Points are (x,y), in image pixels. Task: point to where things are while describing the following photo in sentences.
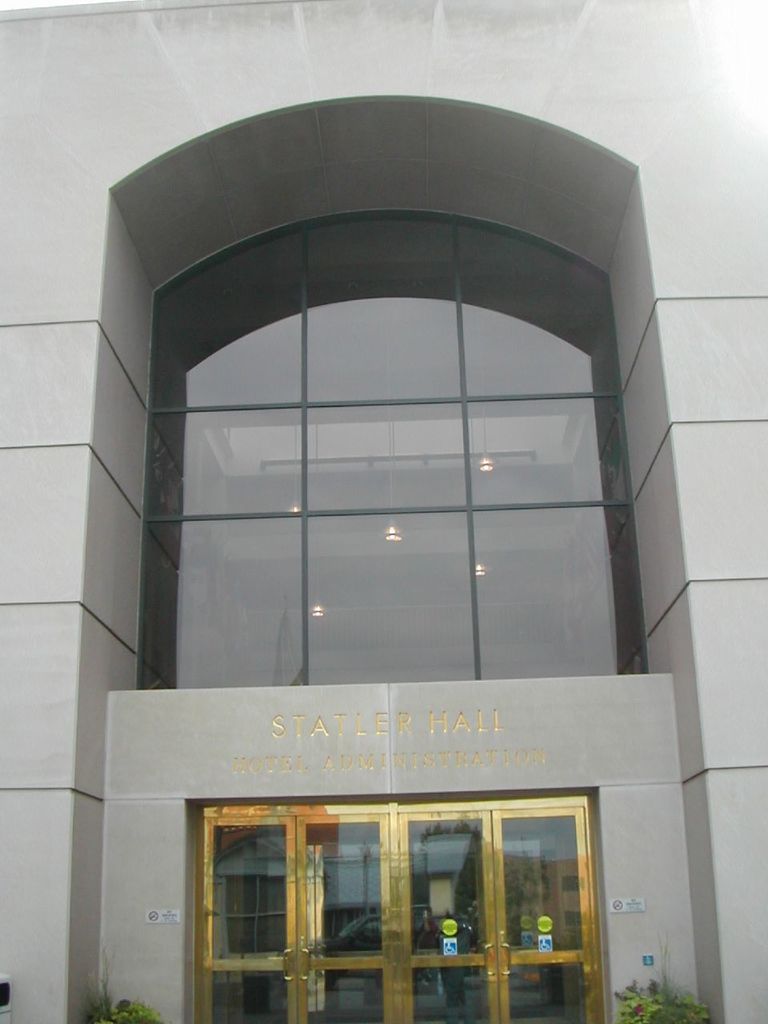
In this image we can see a building (321,876), front of the building (560,527) golden color door (455,856) is there and some text (410,740) is written on the top of the building (378,739). Bottom two plants (667,996) are present.
